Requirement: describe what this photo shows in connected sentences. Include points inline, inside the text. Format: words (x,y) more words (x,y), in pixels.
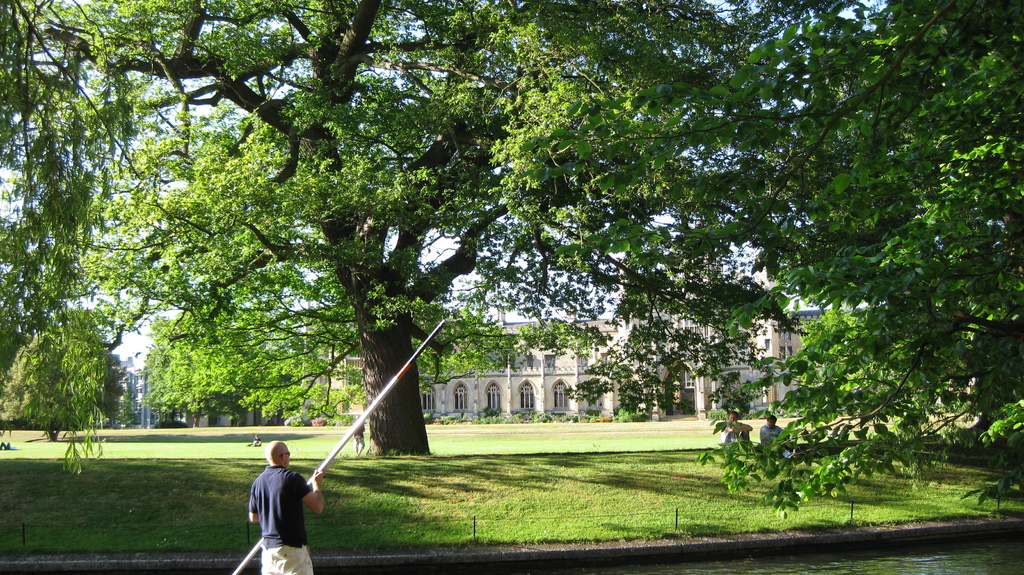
In this image, we can see some trees (283,226). There is a building (482,397) in the middle of the image (528,383). There is a person (304,492) in the bottom left of the image (289,494) holding a stick (320,468) with his hand (317,488). There are two person (726,434) in the bottom right of the image (763,433) sitting beside the canal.
